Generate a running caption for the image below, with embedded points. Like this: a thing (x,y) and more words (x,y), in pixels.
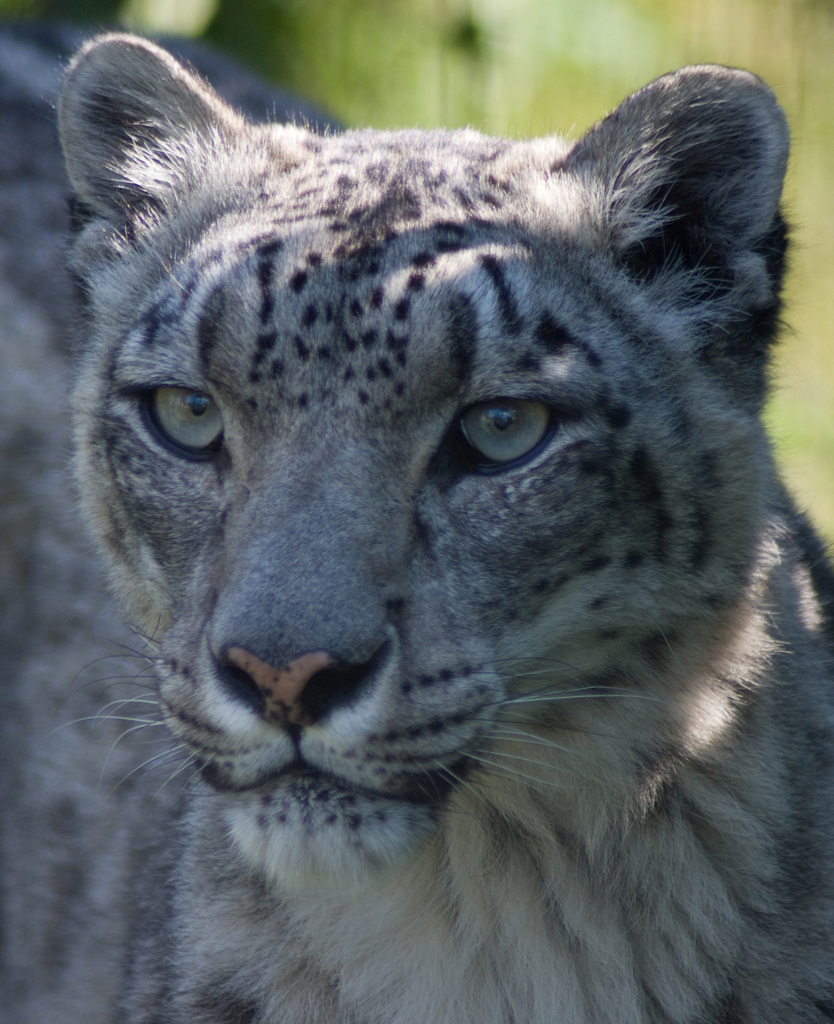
There is a snow leopard (411,632).
